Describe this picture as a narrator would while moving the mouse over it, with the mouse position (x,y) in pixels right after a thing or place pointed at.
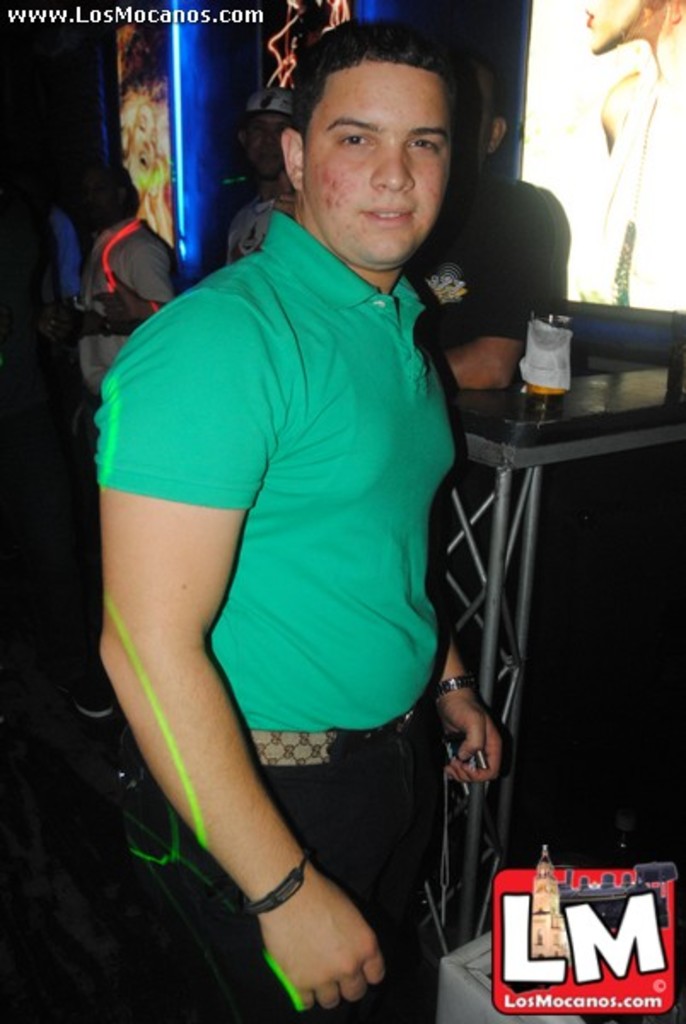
In this image we can see a man (302,620) is standing. Behind the man (245,259), we can see people (10,295), glass (536,367) and a table (501,461). There is a watermark (632,915) in the right bottom of the image (632,915). In the background (566,77), we can see screens (587,92).
